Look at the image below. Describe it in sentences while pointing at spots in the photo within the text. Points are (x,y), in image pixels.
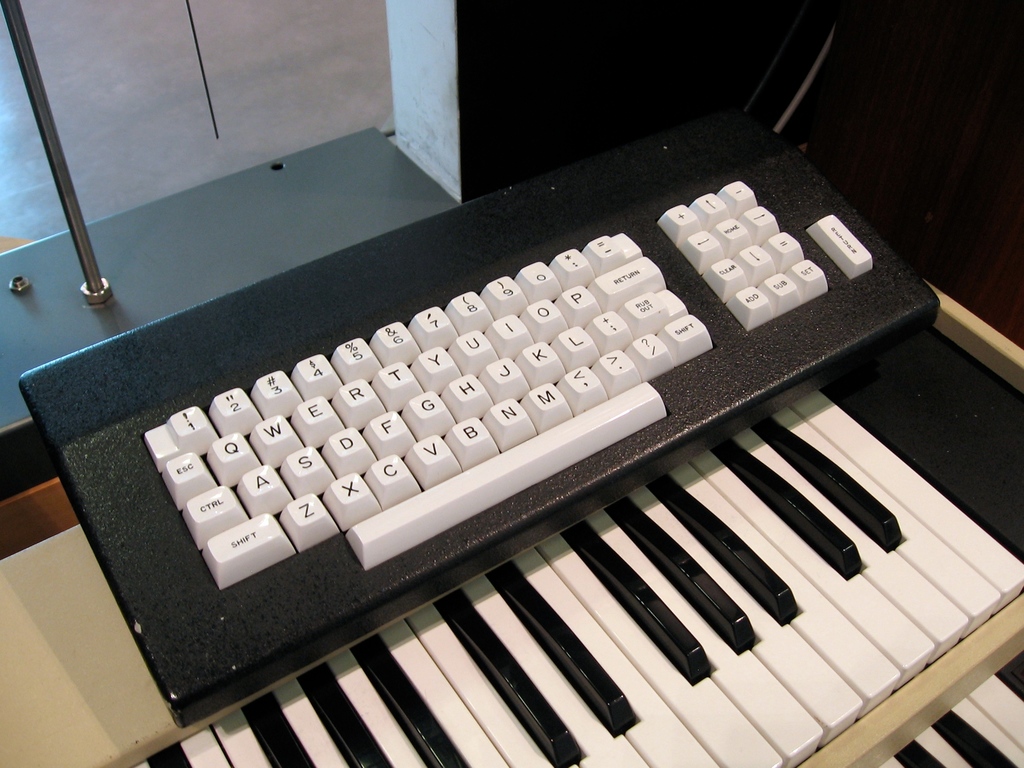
In this picture we can see a keyboard (432,314) and under this keyboard (547,499) we have a piano keyboard (818,681) of two steps (860,643) and in the background (272,59) we can see wall (105,87), pole (18,31) and it is dark.
